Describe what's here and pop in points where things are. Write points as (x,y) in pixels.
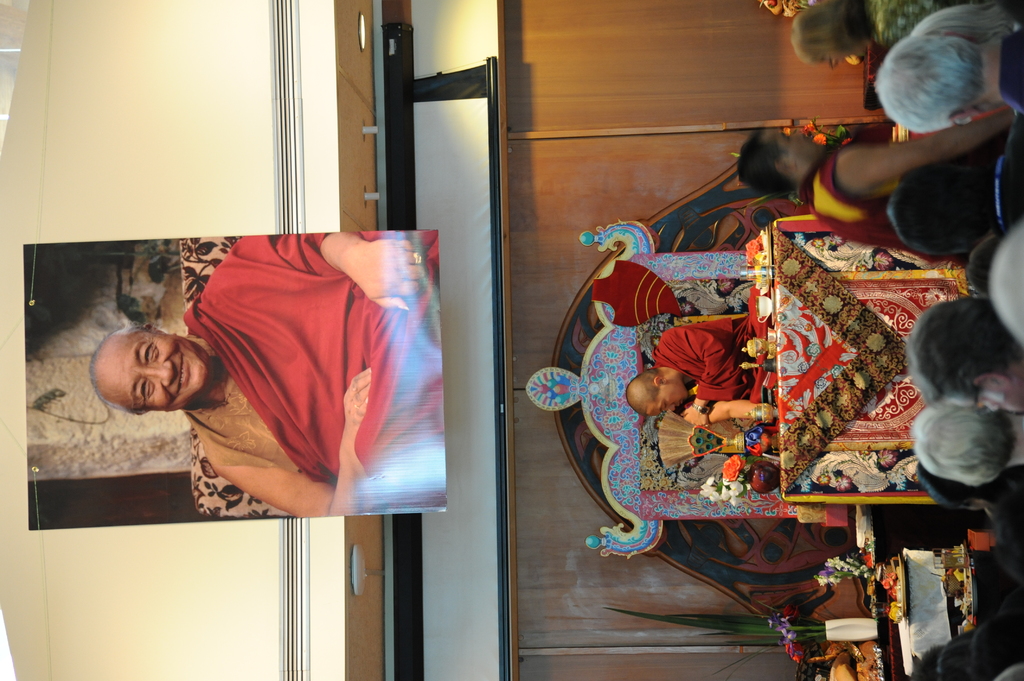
In this image we can see a photograph (168,335) of a person (156,348) to the wall (127,184). We can also see a person (695,345) sitting in front of a table (823,216) which is covered with the cloth (872,303) and on the table (797,470) we can see a flower vase (767,487), flowers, cup (772,306), saucer (769,304) and also some other objects (770,366). Image also consists of some flower vases (833,562). We can also see the wooden wall (574,546) in this image. Ceiling lights (364,23) are also visible.
